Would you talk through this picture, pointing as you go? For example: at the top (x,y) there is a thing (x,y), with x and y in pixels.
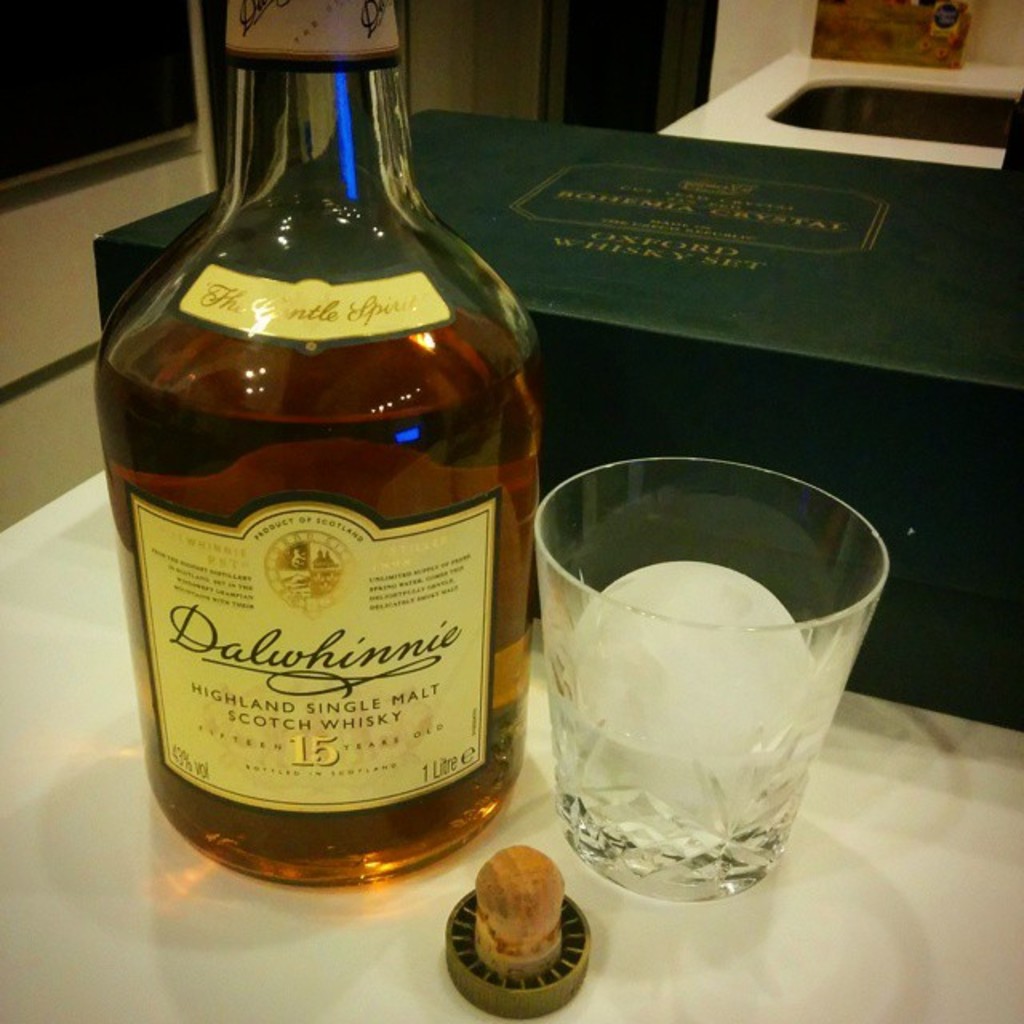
In this image I can see a bottle (379,634) and glass (763,650) on the table (627,951). At the back side (766,378) there is a green box (795,321).
